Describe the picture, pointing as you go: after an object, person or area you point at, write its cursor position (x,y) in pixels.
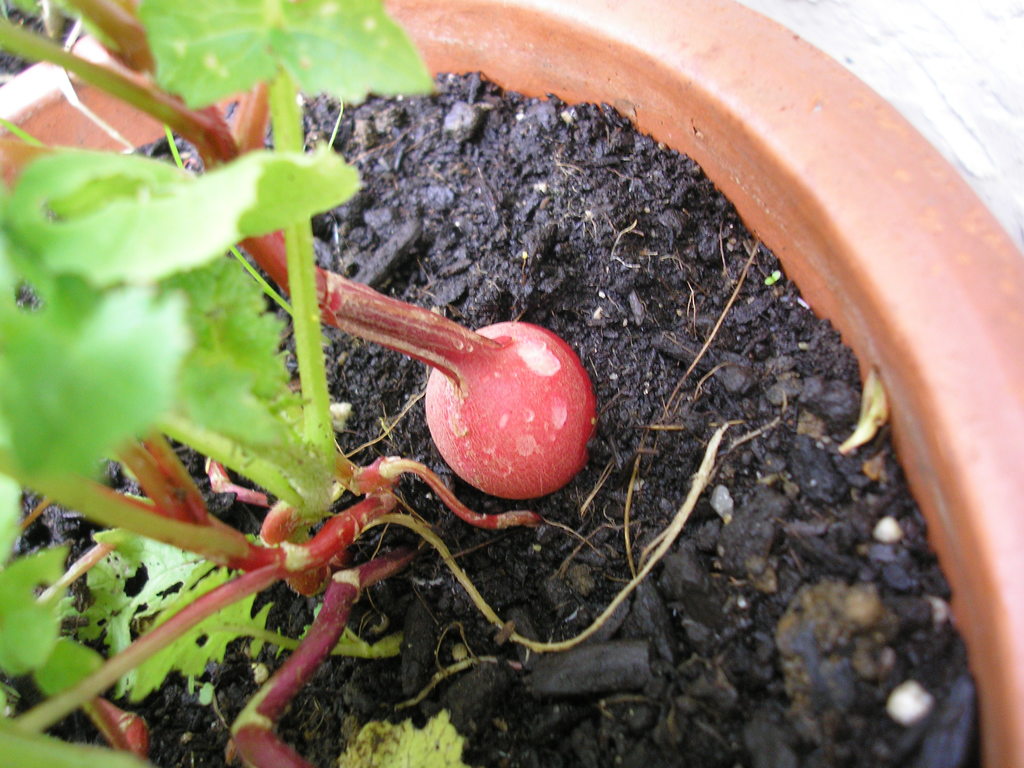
In the image there is a plant pot (718,104) with a plant (289,412) in it.
